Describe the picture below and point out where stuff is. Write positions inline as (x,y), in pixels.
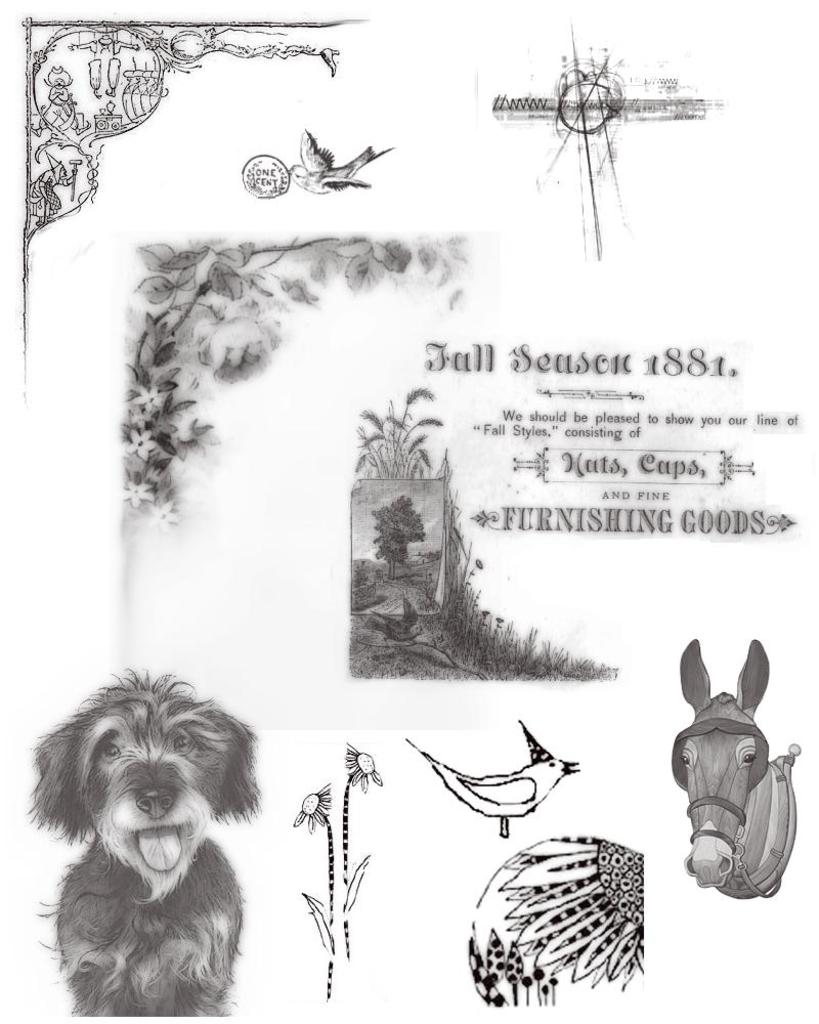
In the image we can see a paper (28,373), in the paper (7,661) we can see drawings (614,189) and text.
